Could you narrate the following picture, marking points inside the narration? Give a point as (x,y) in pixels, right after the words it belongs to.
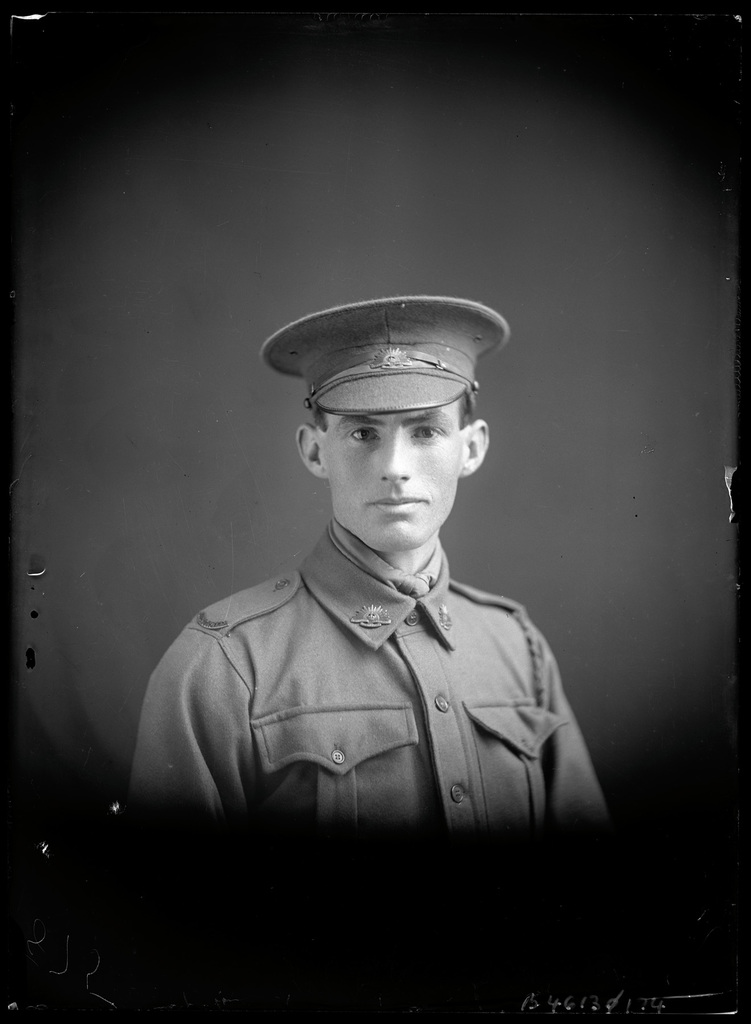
In this picture we can see a man (307,808) wore a cap (466,315) and in the background (48,452) it is dark.
